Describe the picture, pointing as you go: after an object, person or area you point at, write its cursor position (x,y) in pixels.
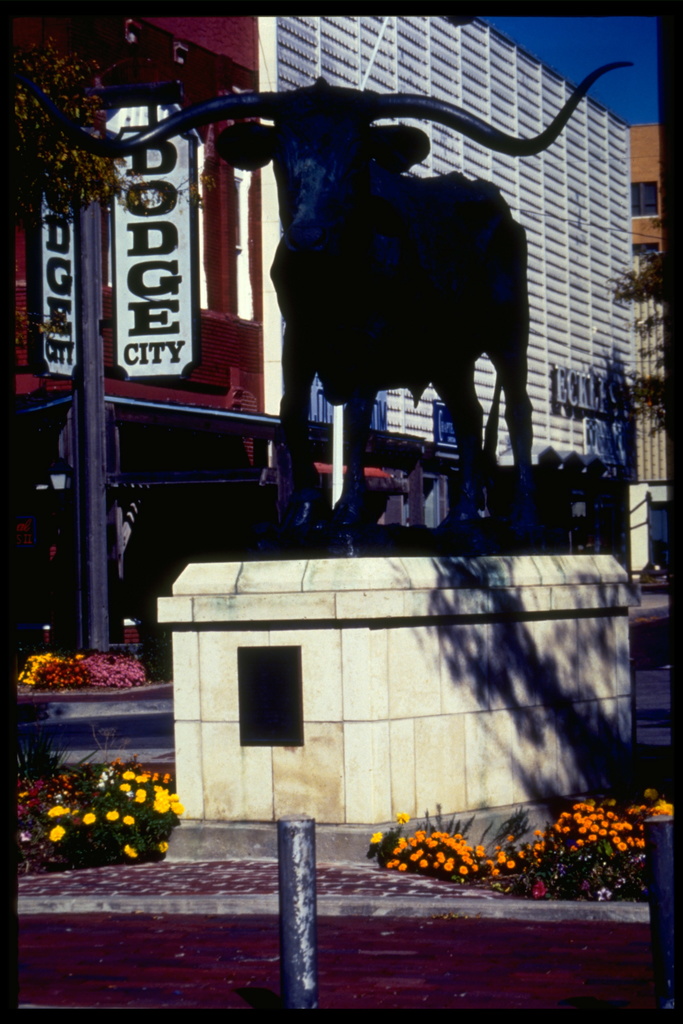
In the foreground (291,913) we can see small poles (656,849) on the sideways of the road (395,929). Here we can see the flowers (81,783) on the left side (145,854) and the right side (619,859) as well. Here we can see the statue of a bull (349,143). Here we can see a pole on the left side (106,459). In the background (313,407), we can see the buildings (158,406) and trees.
